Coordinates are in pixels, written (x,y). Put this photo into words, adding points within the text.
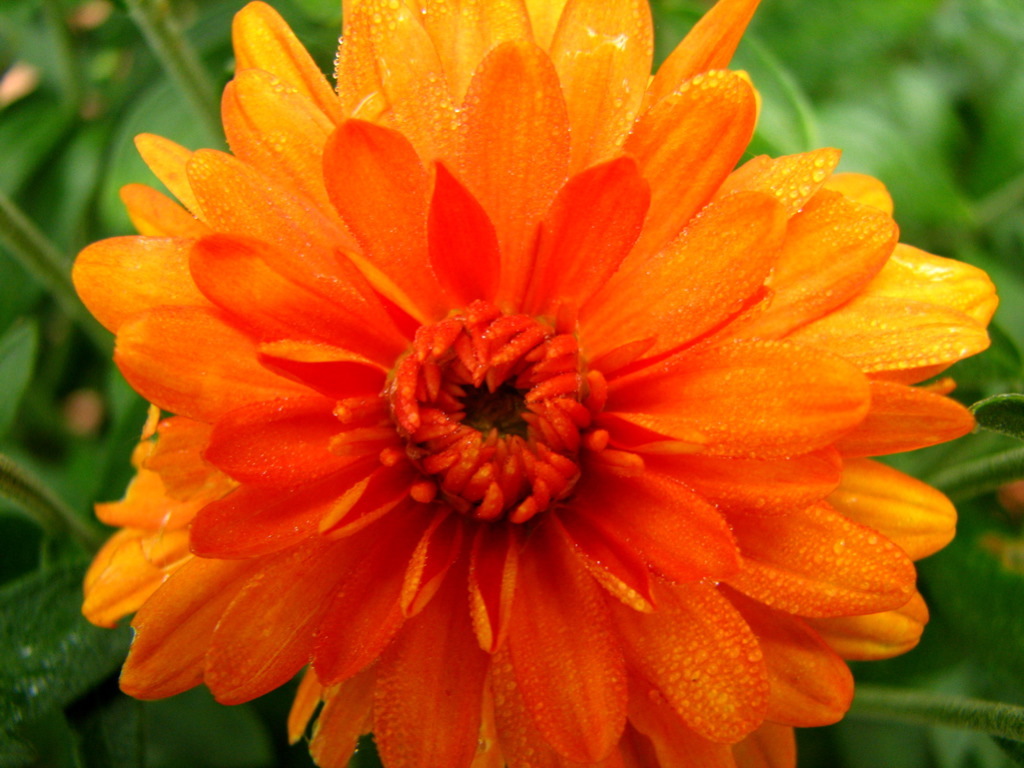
In this picture I can see a flower (471,307) and few leaves (104,735) in the background (106,47).
